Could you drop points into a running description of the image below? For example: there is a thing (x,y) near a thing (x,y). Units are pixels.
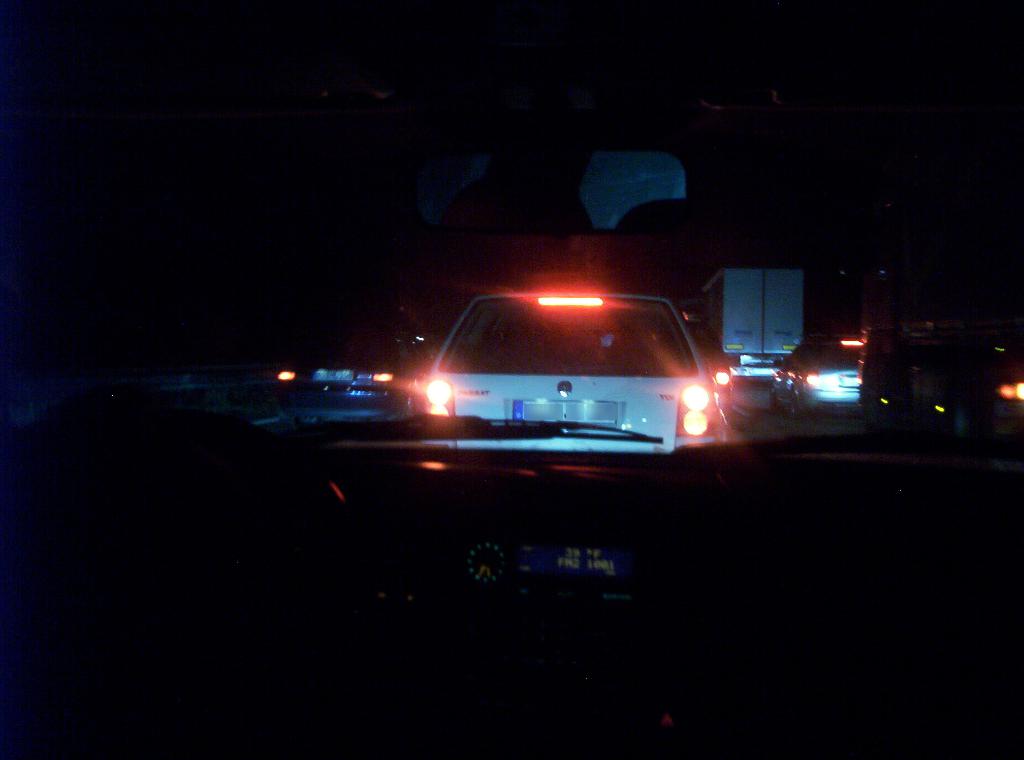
Here in this picture we can see number of cars (547,419) and trucks (703,306) present on the road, through a windshield (203,249) and we can see a dash board (451,511) in the front (298,495) over there.
